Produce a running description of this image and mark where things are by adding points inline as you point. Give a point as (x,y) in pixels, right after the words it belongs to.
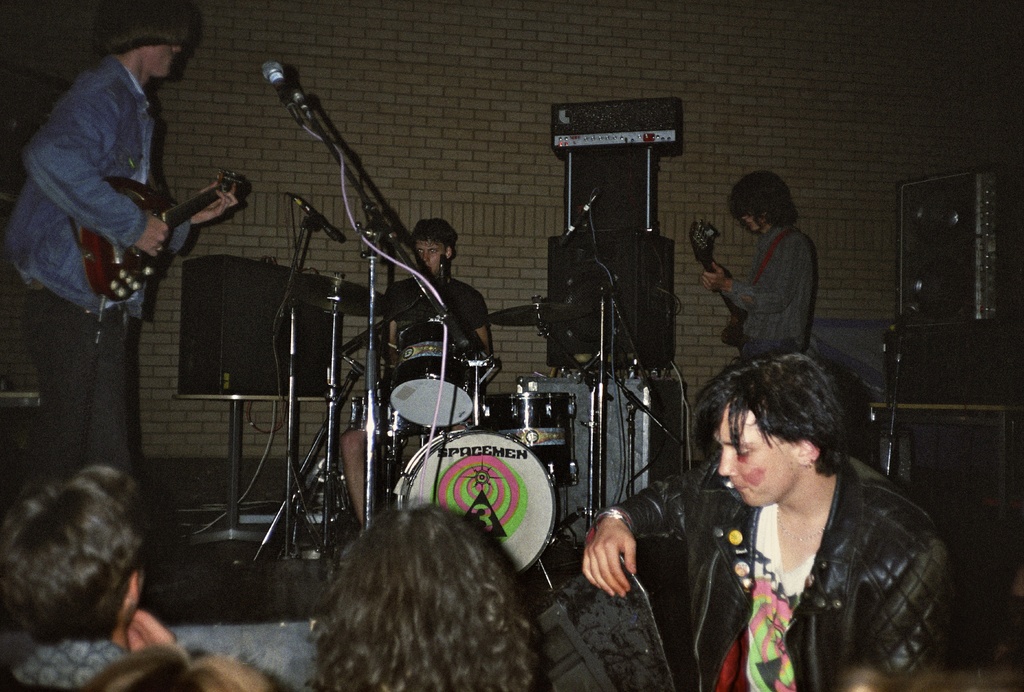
In this picture, there are three people (26,239) playing musical instruments (128,195). Among them, two (796,305) are playing guitars (736,313). In the middle (435,363), there is a man (355,485) playing drums (555,405). Before him, there are mikes (290,287). At the bottom (79,522), there are people (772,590). At the bottom right (849,597), there is a person (732,593) in black jacket (908,575). In the background (303,152) there is a brick wall (687,138). Towards the right (936,392), there are sound speakers (922,366).
